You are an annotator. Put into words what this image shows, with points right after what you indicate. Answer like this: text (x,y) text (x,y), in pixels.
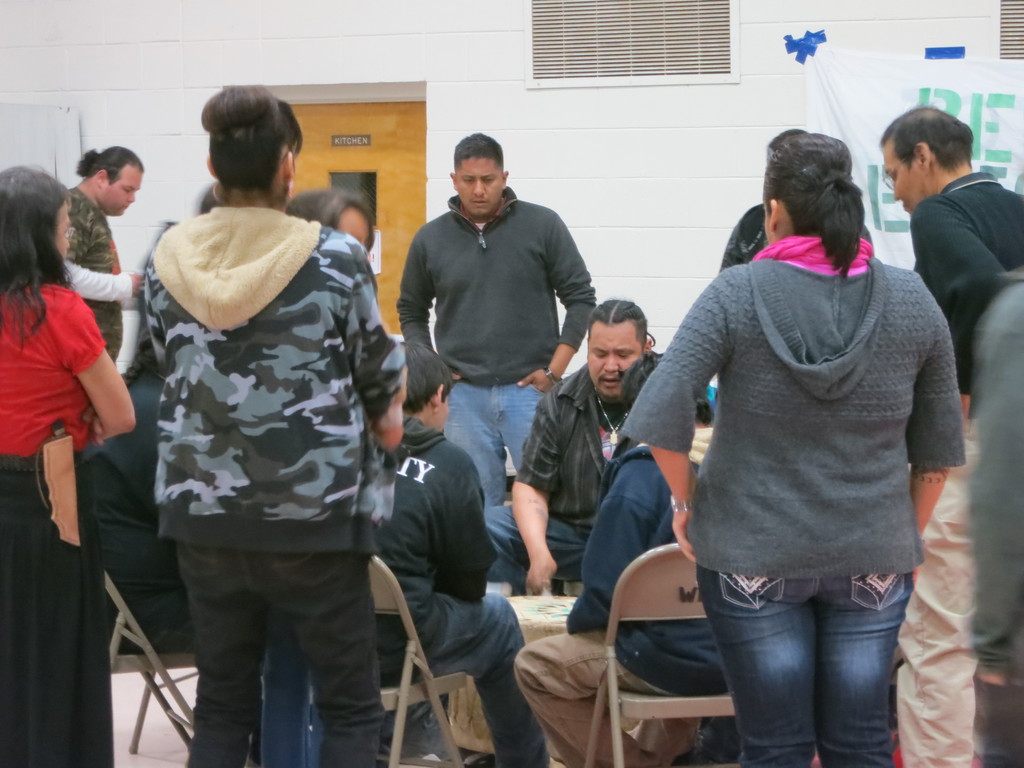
In this picture I can see number of people (566,341) in front (74,223) and I see few of them are sitting and rest of them are standing. In the background (495,14) I can see the wall (523,49) and a white color cloth (1001,91) on the right side of this image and I see something is written. On the left side of this picture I can see a door (386,163).
